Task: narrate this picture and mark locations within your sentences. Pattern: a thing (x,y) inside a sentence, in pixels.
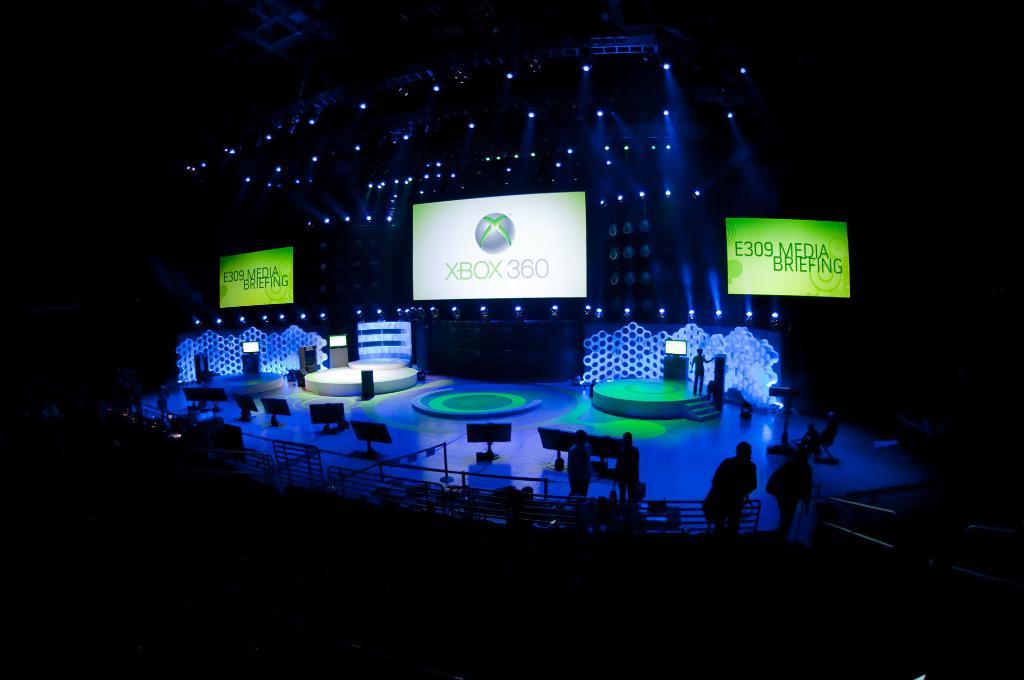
In this image, we can see people (695,363) in the stadium (335,211) and in the background (491,265), there are screens (558,237) and lights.
